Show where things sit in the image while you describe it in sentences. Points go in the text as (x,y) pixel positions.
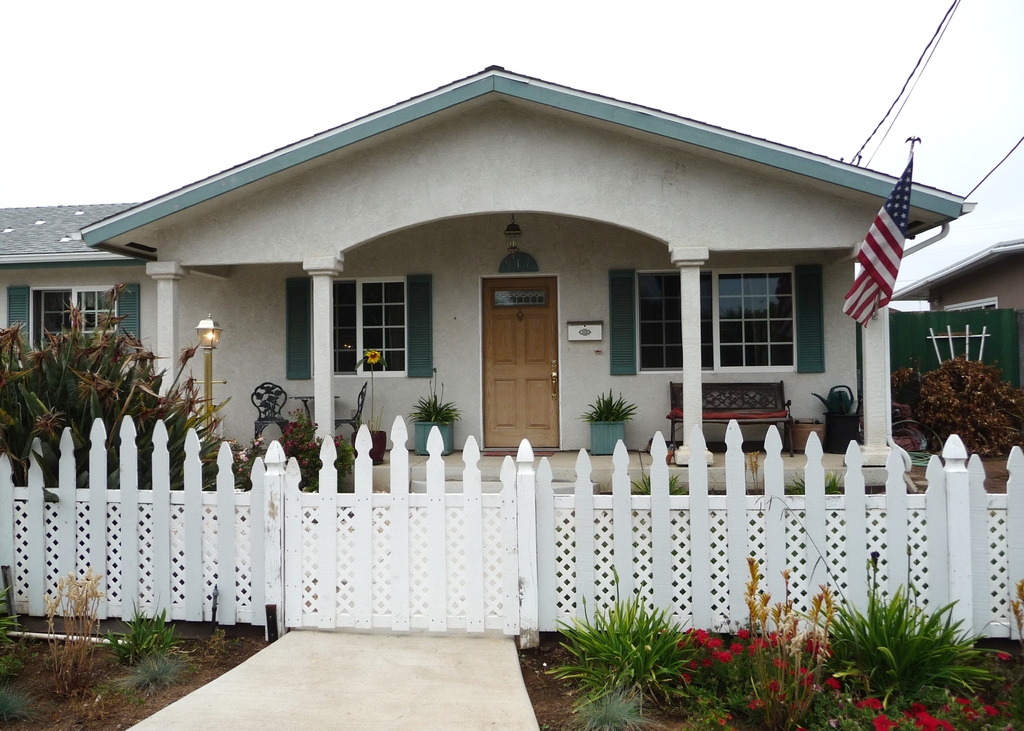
This picture is clicked outside. In the foreground (892,643) we can see the plants (800,635), white color fence (667,526) and a white color gate (360,513). In the center (490,477) there is a house (787,219) and we can see the plants (105,375), table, chairs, houseplants (433,418), a bench (722,400), lamppost (214,338), windows (359,330) on a wooden door (514,304). In the background (165,84) there is a sky (537,16).
